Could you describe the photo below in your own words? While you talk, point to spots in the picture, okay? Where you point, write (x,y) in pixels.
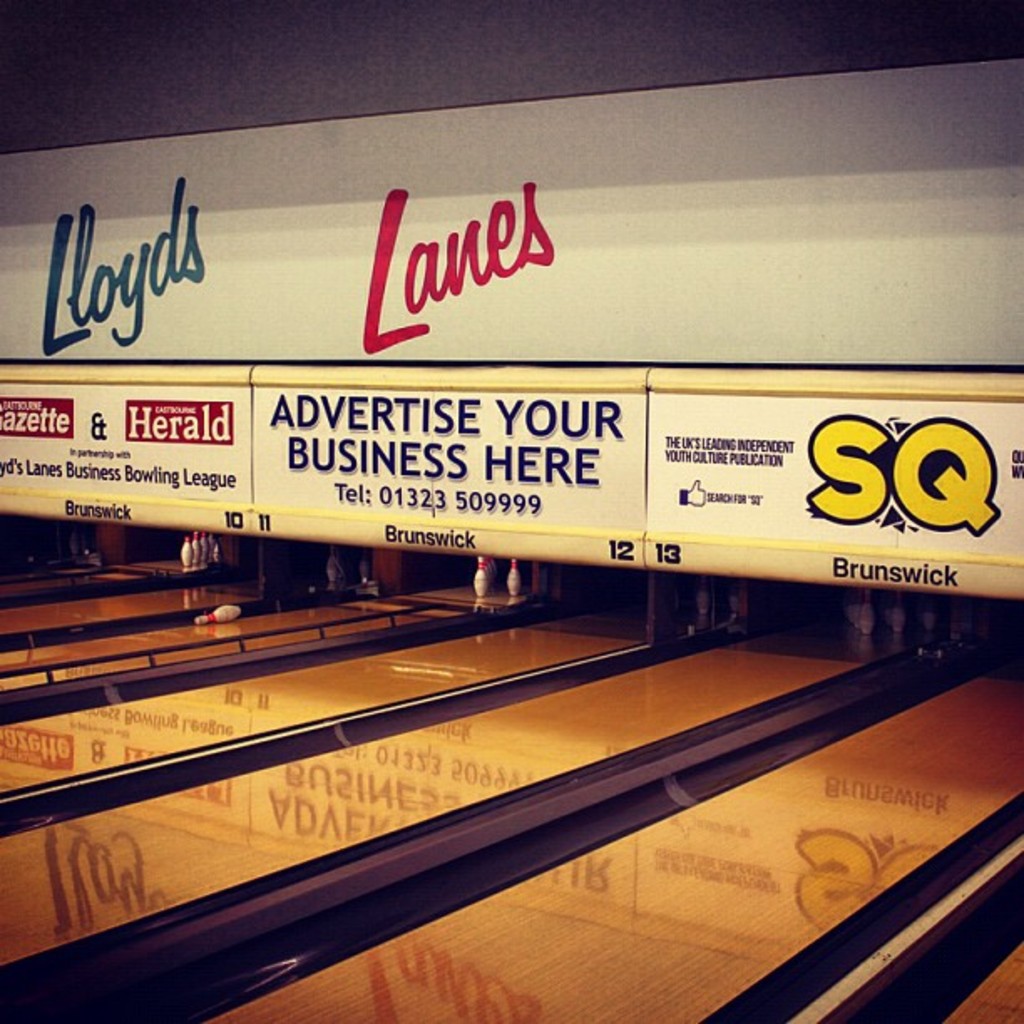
In this picture we can see there are bowling alleys (245,681) and boards (126,432). On the wall (149,283), it is written something.
